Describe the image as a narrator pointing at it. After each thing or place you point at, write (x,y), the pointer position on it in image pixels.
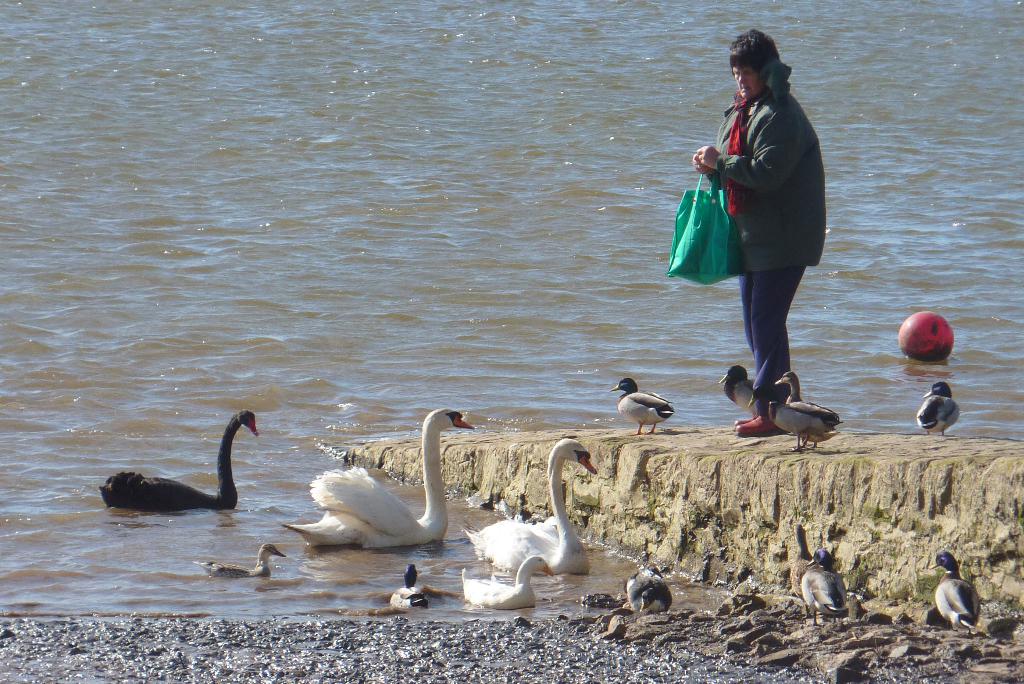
In this picture there is a woman (786,388) standing and holding the bag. At the right side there is a ball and there are swans (561,464) on the water (424,585) and there are ducks (942,393) on the floor (892,473) and on the ground (762,641).
